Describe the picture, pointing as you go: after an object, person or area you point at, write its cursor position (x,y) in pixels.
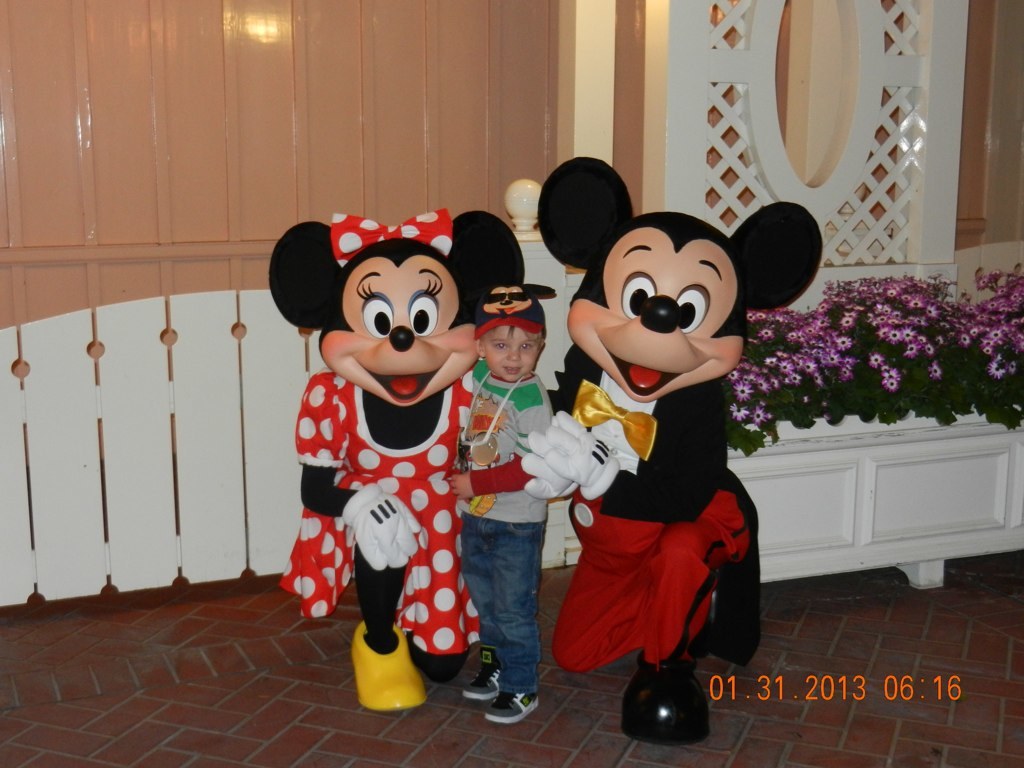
This picture shows couple of people (431,513) wore mouse costumes (741,338) and we see a boy (533,351) standing in the middle of them and we see building (784,158) and few plants (950,413) with flowers (886,307). Boy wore cap (531,317) on his head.
